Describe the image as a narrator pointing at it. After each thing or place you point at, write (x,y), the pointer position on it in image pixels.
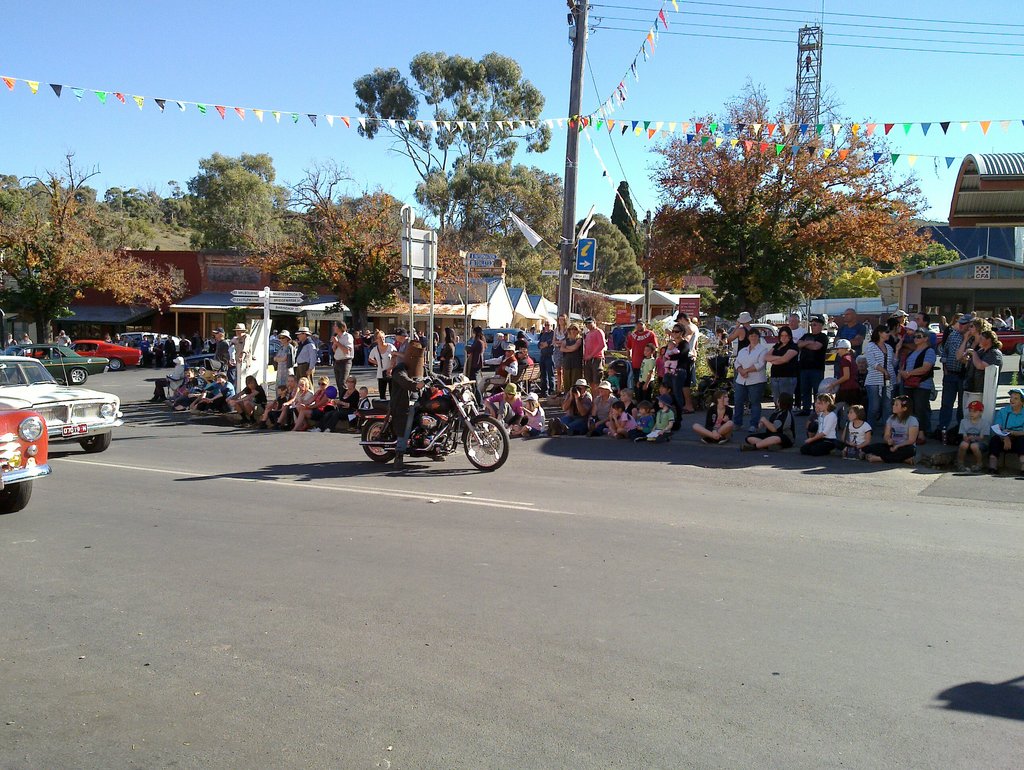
In this picture we can observe two cars (53,417) on the road (64,509). We can observe a bike (432,438) and a person (397,420) on the bike (429,389) here. There are children (764,427) sitting on the road (331,571). We can observe some people (391,355) standing and sitting on the road (757,481). In the background (843,213) there are buildings (1007,250), trees (314,236) and a pole (582,94). We can observe a sky (190,83) here.
